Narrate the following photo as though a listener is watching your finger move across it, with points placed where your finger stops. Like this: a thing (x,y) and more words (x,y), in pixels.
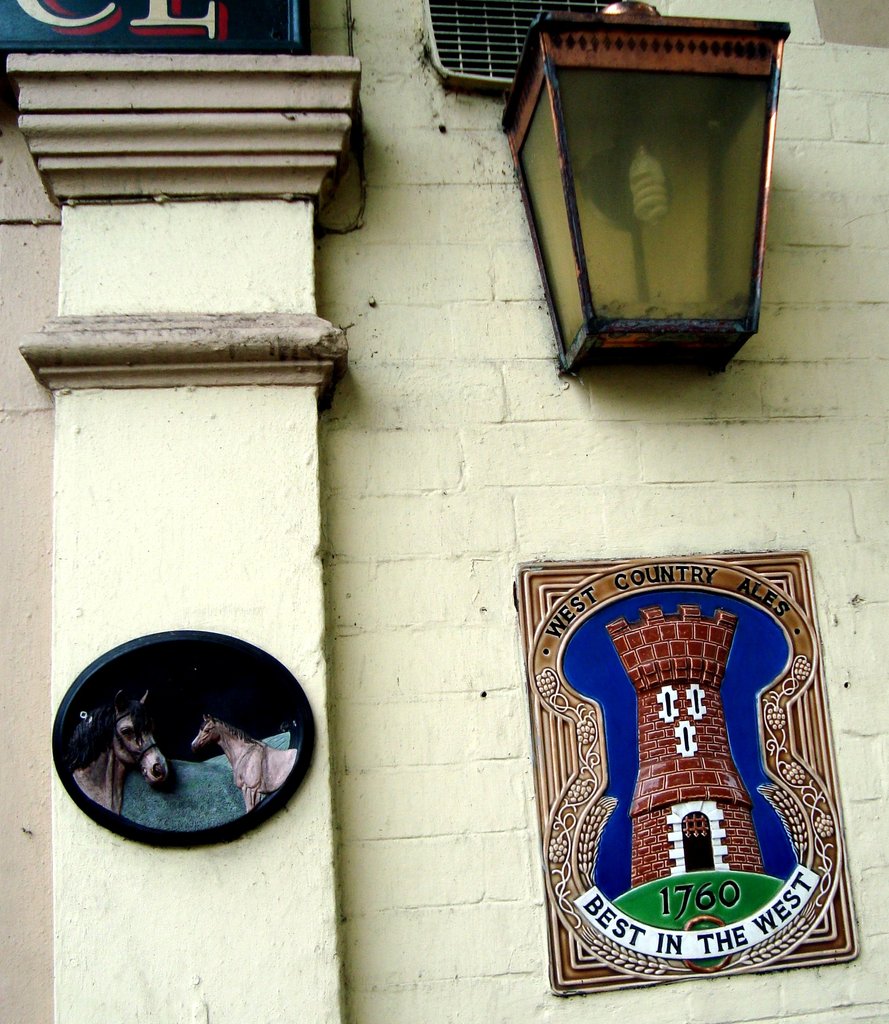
In the image there is a photo (632,775) on the wall (645,1010) with a lamp (612,281) above it, on the left side (170,476) there is a pillar (180,970) with photo (162,711) of horse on it.
